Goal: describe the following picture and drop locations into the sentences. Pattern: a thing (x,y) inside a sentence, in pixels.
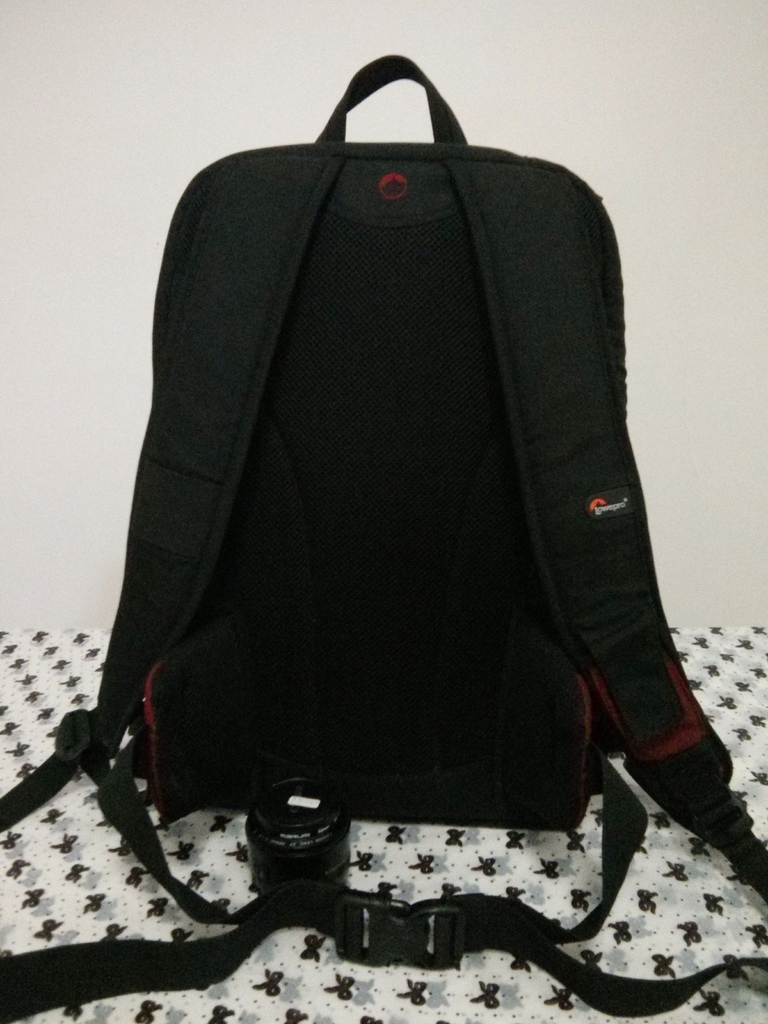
In this Image I see a black colored bag (648,733) and In the background (725,399) I see cream colored wall (25,2).
